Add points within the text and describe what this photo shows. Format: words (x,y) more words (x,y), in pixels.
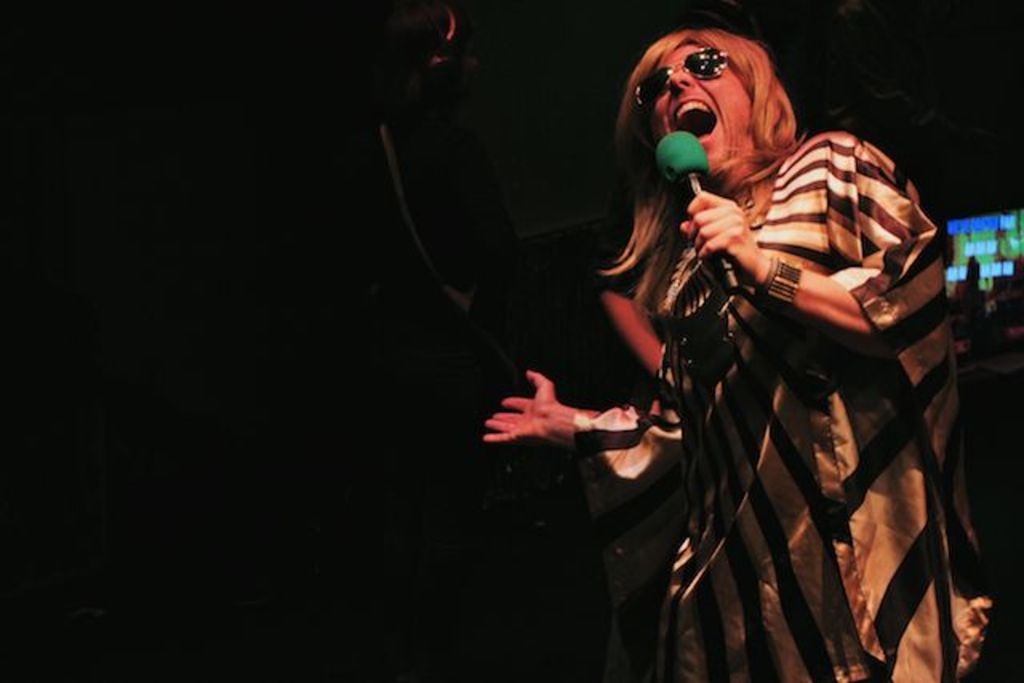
In this image I can see one person (690,492) is standing and I can see this person (672,91) is holding a mic (725,256). I can also see this person (780,420) is wearing golden color dress (829,257) and black shades (641,97). I can also see this image is in dark.
